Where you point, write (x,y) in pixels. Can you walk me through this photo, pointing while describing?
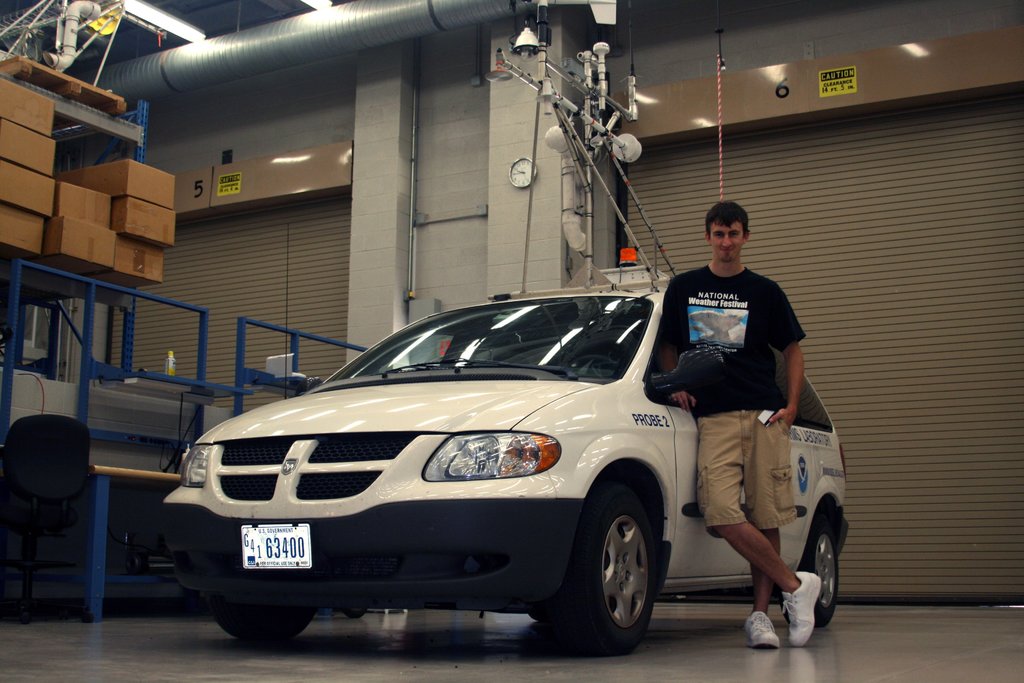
In the image in the center (522,307) we can see one car (555,345) and one person (740,357) standing and he is smiling, which we can see on his face (721,257). In the background (545,196) we can see wall (496,150), wall clock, tools (629,158), shutters (199,295), sign boards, boxes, fence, bottle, pipes (65,55), lights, rope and few other objects (577,151).
